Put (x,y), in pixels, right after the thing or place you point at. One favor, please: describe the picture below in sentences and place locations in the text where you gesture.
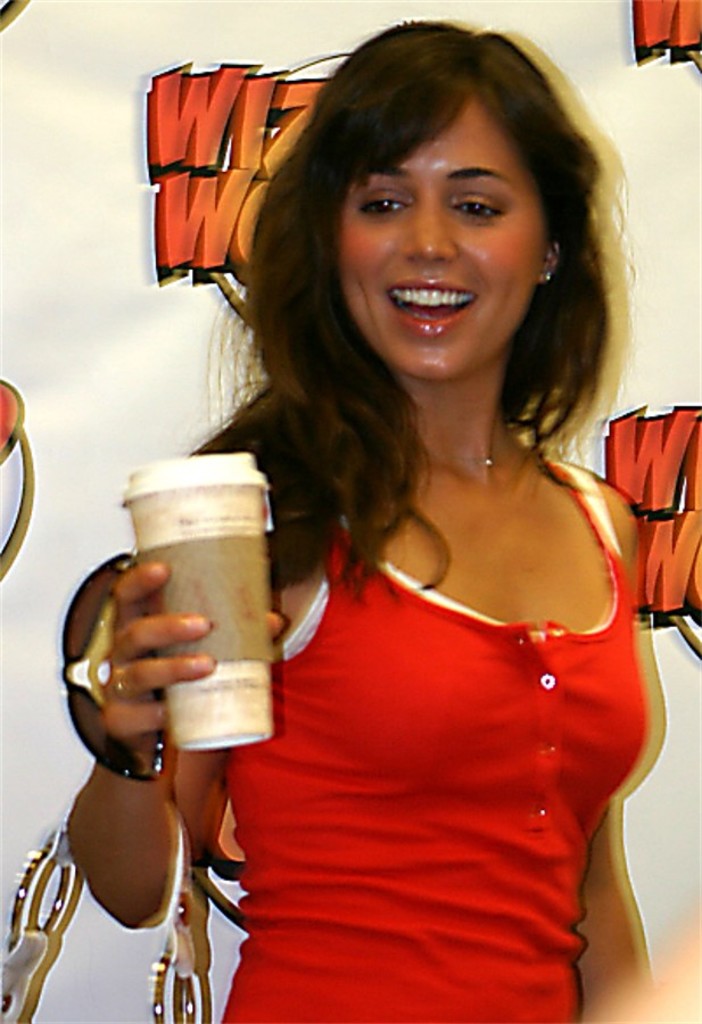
In this image we can see a woman (313,440) holding a cup (212,692). Behind the woman (447,241) we can see a banner (641,313) with text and design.
